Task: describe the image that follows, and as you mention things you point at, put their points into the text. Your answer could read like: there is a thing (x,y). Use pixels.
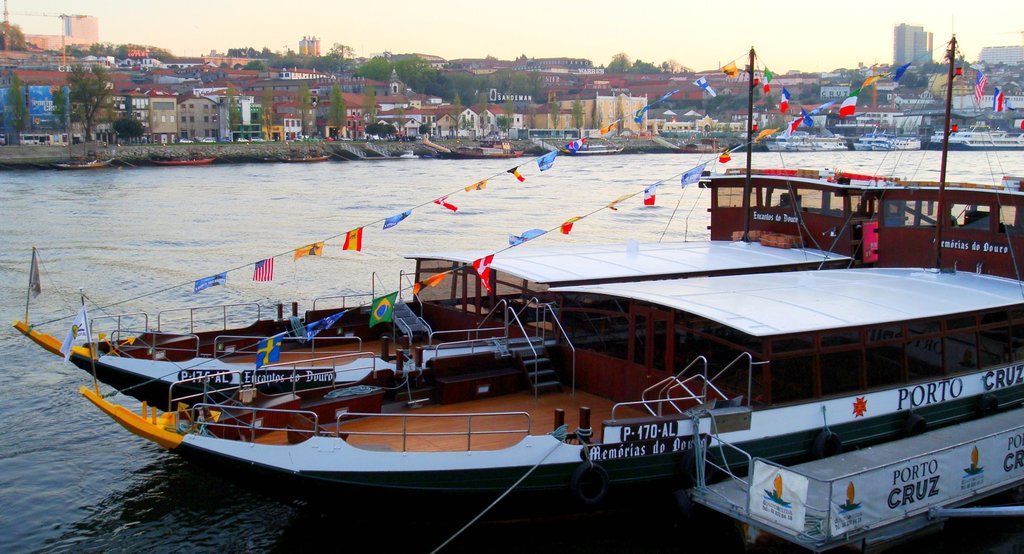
In this image we can see a boat (656,325) with flags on the water (57,437) and there are few boats (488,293) and there are few buildings (316,110), trees (101,78) and the sky (388,20) in the background (605,23).
